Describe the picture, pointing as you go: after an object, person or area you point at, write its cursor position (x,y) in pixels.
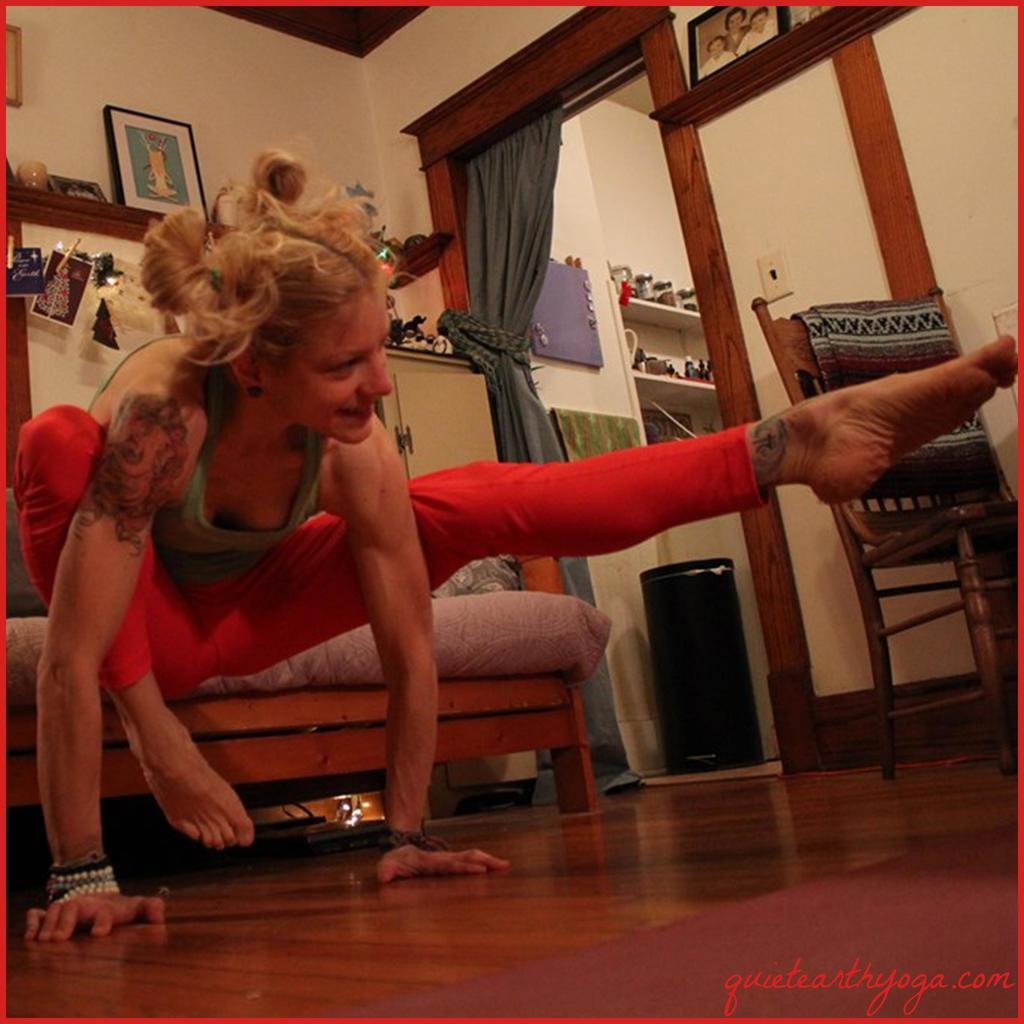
In this image, we can see a woman (399,523), there is a chair (933,551) and there is a sofa (345,701), we can see the wall (399,38) and we can see a photo (174,129) and we can see the door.
